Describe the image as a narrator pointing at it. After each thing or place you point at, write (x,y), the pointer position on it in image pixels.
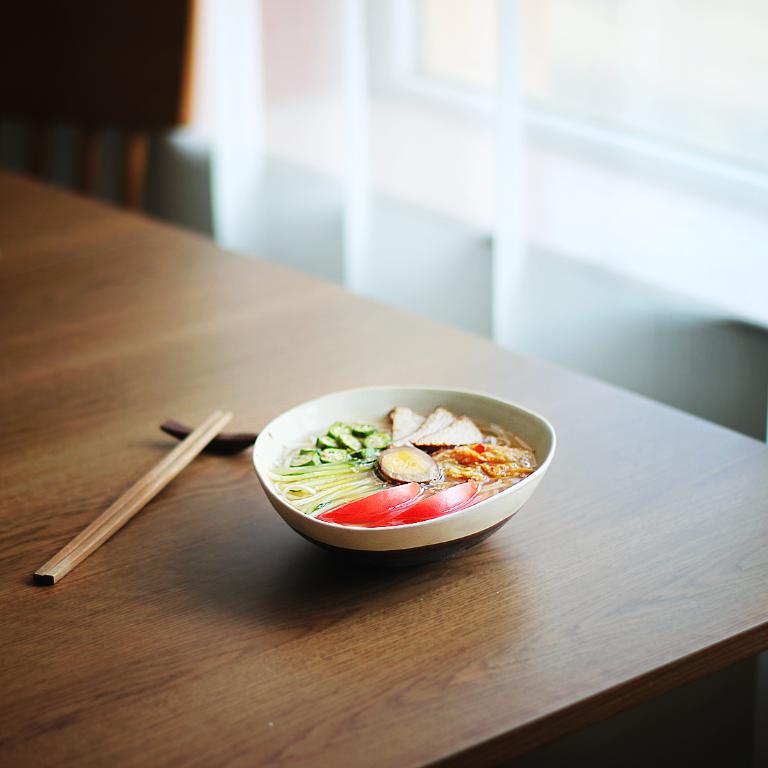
There is a table (90,588) in this picture on which some food items (397,452) were placed in the bowl (499,510). Beside the bowl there are chopsticks (150,478). In the background (104,105) there is a chair (99,86).
